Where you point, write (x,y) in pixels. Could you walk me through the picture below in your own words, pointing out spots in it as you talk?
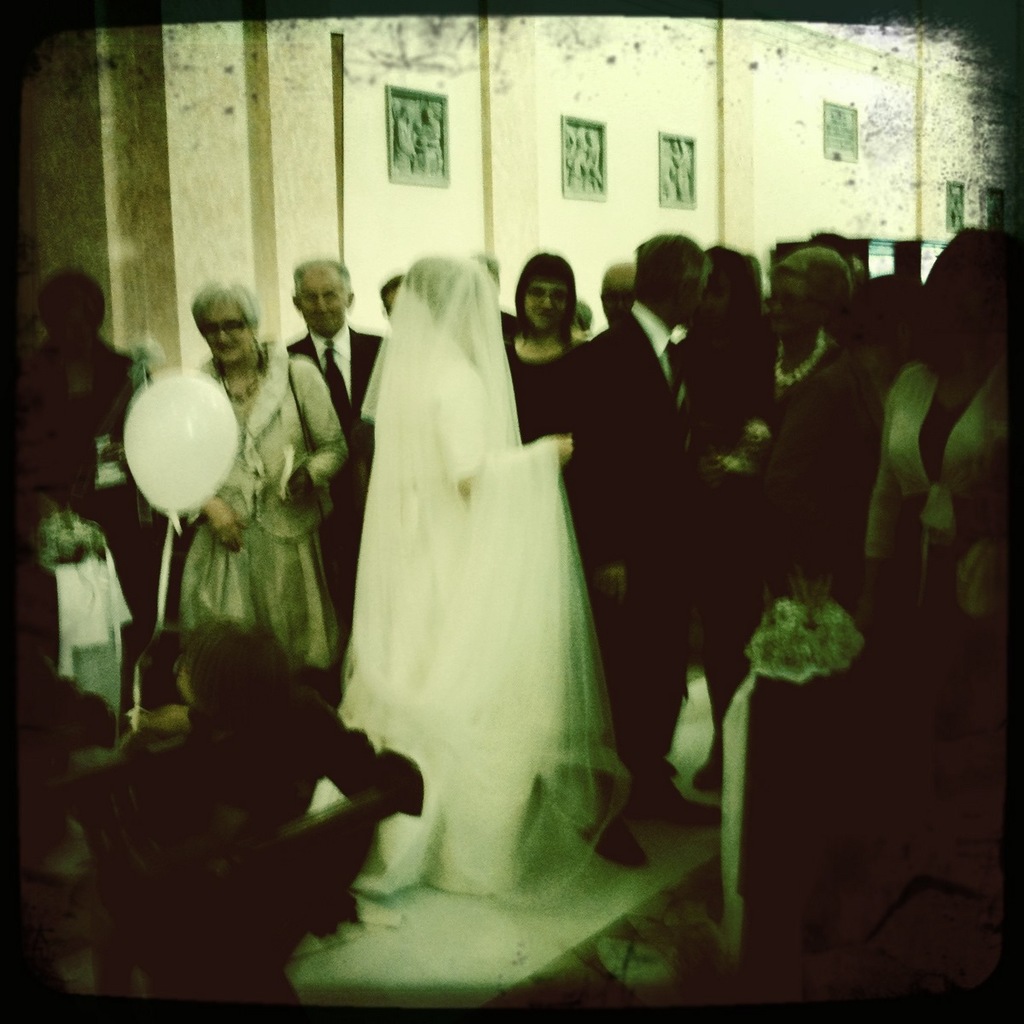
In this picture there is a woman (457,305) who is wearing white dress (398,378) and standing near to the man (661,295) who is wearing suit (661,600). On the bottom left corner (225,898) we can see a person (214,898). On the left (209,385) there is a balloon (209,410). In the background (721,101) we can see building (903,135). Here it's a wall (870,74). Here we can see group of persons (343,301) standing near to the girl (426,306).
